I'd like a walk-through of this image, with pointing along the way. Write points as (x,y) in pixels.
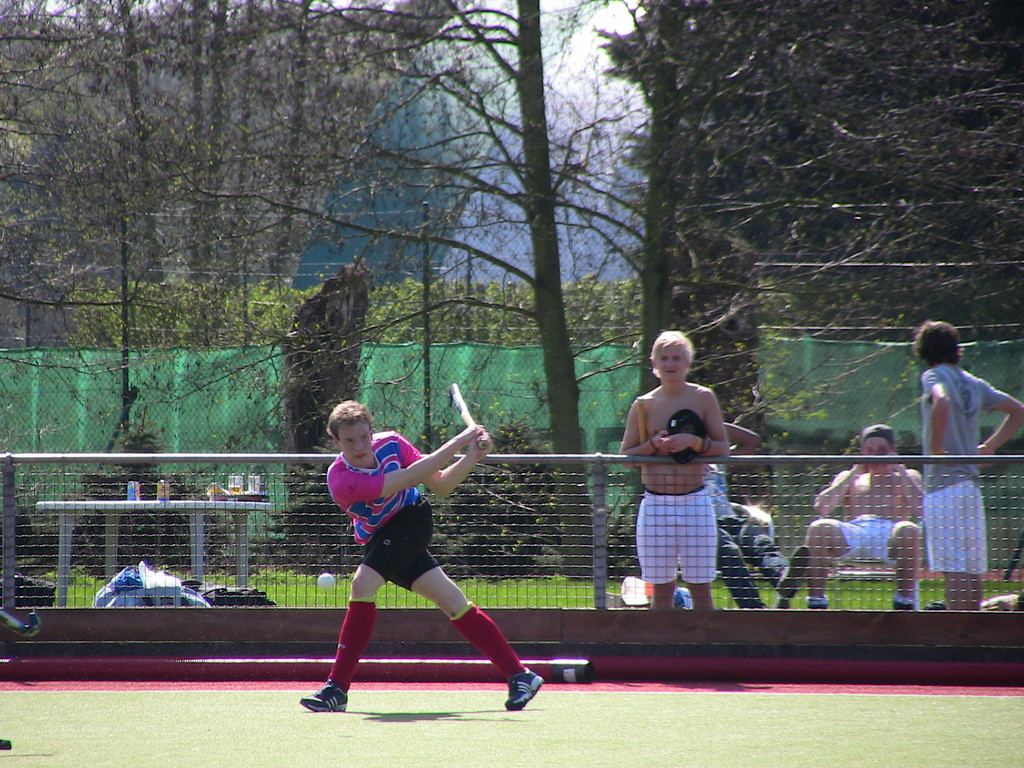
In this image there is a person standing and holding a bat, there are two persons (648,453) standing, two persons (856,515) sitting on the chairs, glasses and some objects (223,498) on the table (60,510), plants (176,492), nets (281,477), trees (541,115).
